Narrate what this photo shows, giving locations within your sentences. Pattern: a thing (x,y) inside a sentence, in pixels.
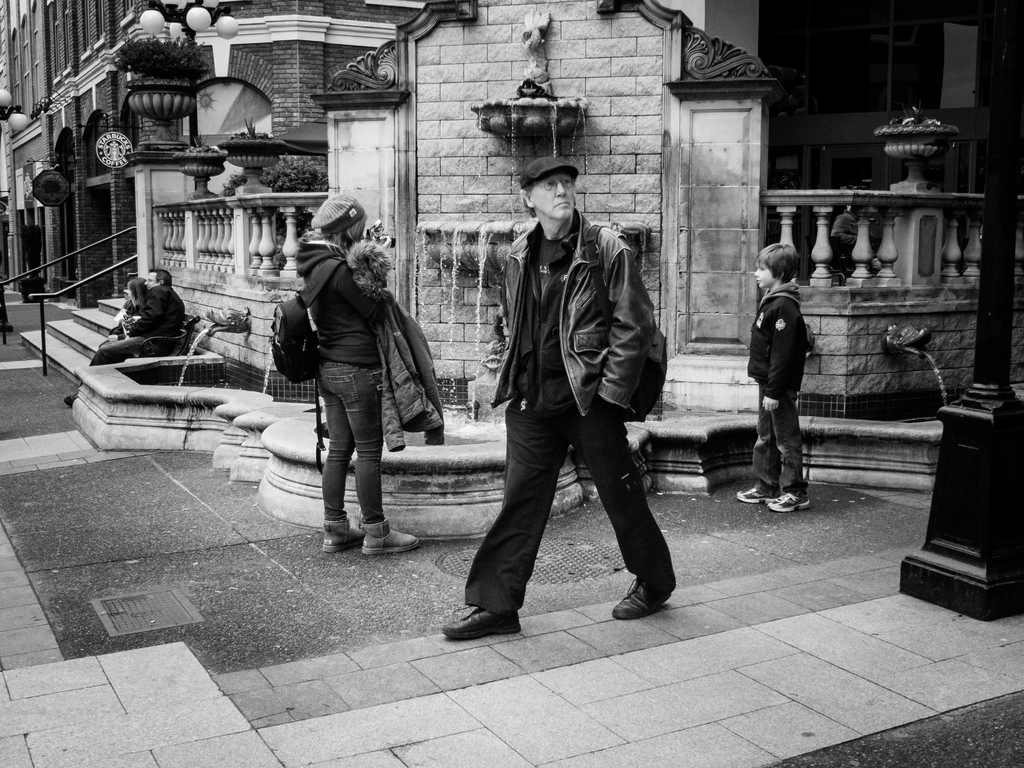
In the center of the image (574,302) there is a person (547,271) walking on the road (388,581). On the right side of the image (789,331) we can see water fountain (863,353), kid (799,343) and a pole (984,451). On the left side of the image (134,320) we can see persons (121,323) sitting on the bench (154,343), a water fountain (206,349), plant (146,77) and light poles (16,119). In the background (66,51) there is a water fountain (513,181) and building (307,77).
